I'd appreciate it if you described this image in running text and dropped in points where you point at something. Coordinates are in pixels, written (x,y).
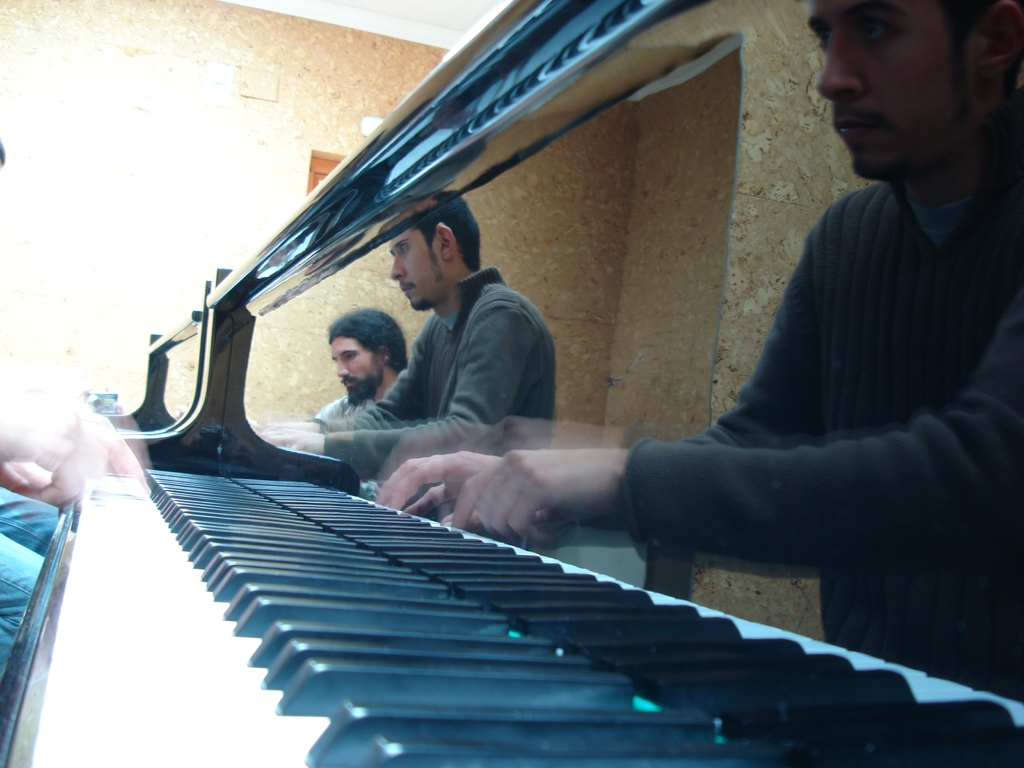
As we can see in the image there are few people (436,369) playing musical keyboard (249,486).
